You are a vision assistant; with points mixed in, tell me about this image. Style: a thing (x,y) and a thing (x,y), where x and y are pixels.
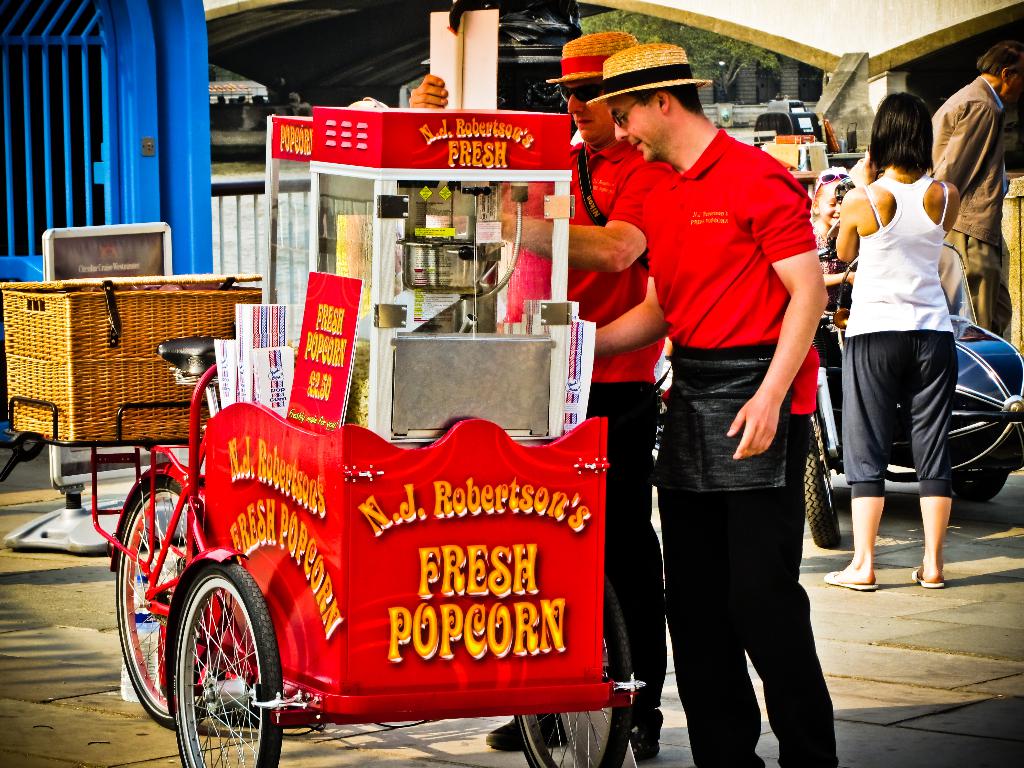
In the foreground of this picture (715,455), there are two men (689,315) in red T shirt (666,315) and hat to their heads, standing near a tricycle (390,578) to which a basket (98,344) is on its back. In the background (959,147), there is a man (1007,73) and woman (931,352) standing, a vehicle (902,424), an arch (884,34) of a bridge (865,31), a railing (242,182) and the water (243,218).
